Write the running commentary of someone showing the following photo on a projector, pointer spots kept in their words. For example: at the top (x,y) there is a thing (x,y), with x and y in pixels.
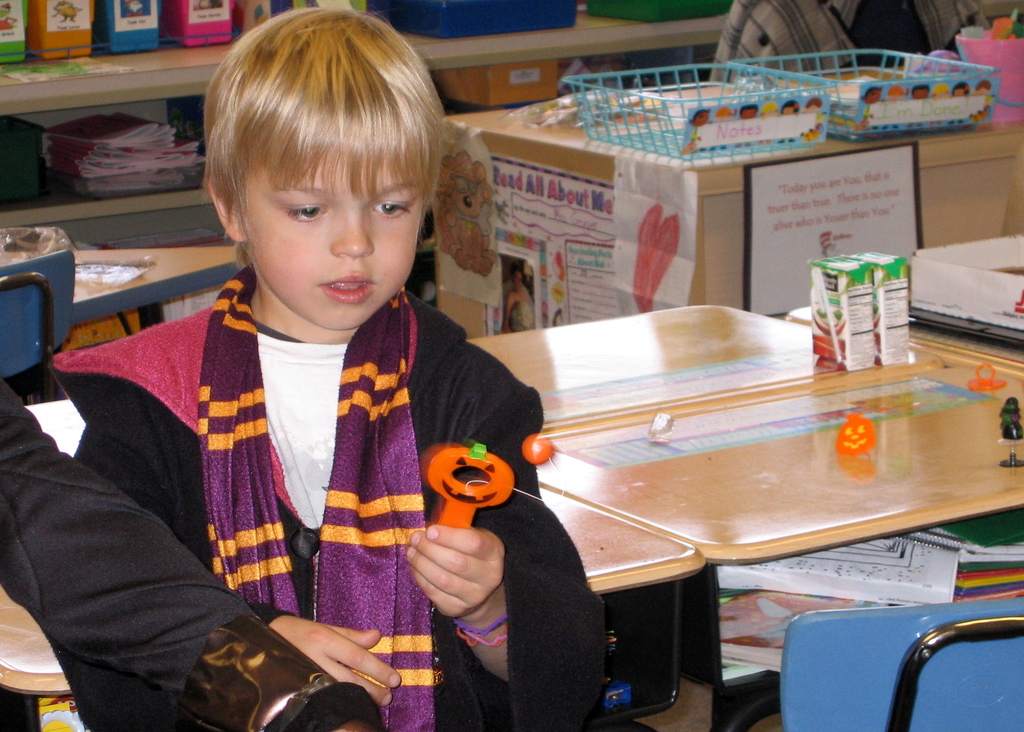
In this image, at the left side (257,571) we can see a kid (249,487) standing and holding an orange color object (470,513), there is a table (727,543), on that table (838,480) there are some juice boxes (859,302) kept, there are two blue color baskets (707,155), we can see some chairs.
